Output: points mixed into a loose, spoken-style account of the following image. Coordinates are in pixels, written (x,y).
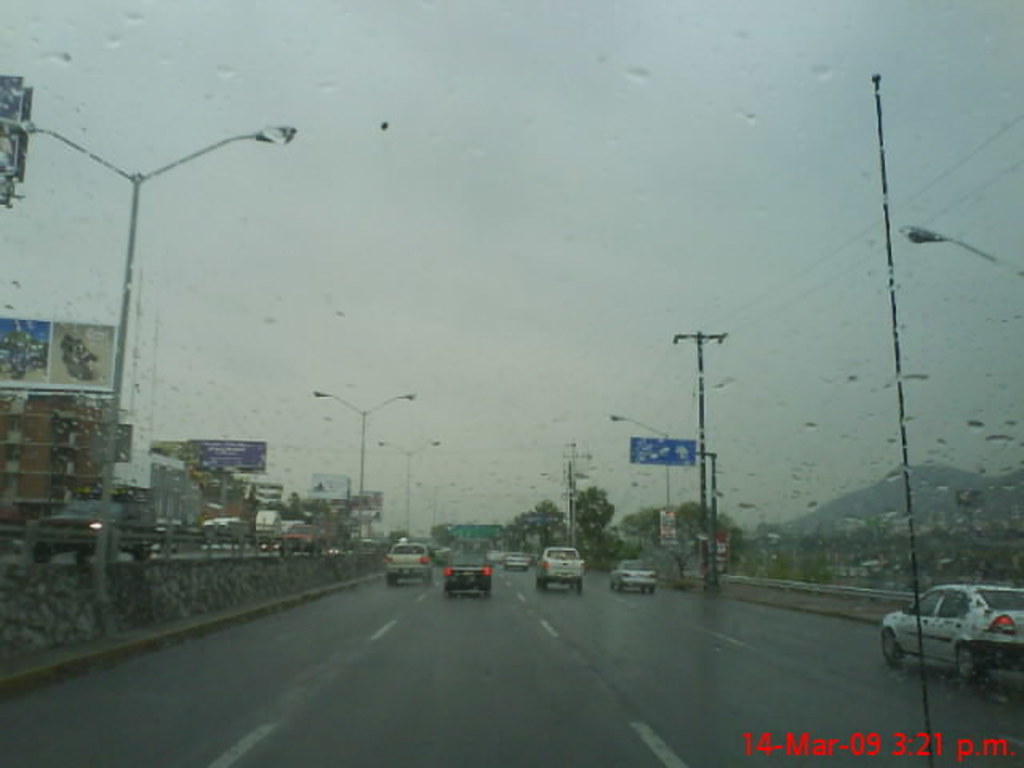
In the foreground of this picture (259,408) there is a glass object (630,175) on which we can see the water droplets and through the glass object (291,482) we can see the lamp posts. In the center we can see the vehicles (548,573) seems to be running on the ground (252,713). On the left (226,461) we can see the buildings (276,489), text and the depictions of objects (93,371) on the boards (63,349). In the background (485,305) we can see the sky (561,371), trees (975,537), buildings (984,528) and many other objects (783,530) and we can see the cables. In the bottom right corner (811,741) we can see the watermark (866,741) on the image.
